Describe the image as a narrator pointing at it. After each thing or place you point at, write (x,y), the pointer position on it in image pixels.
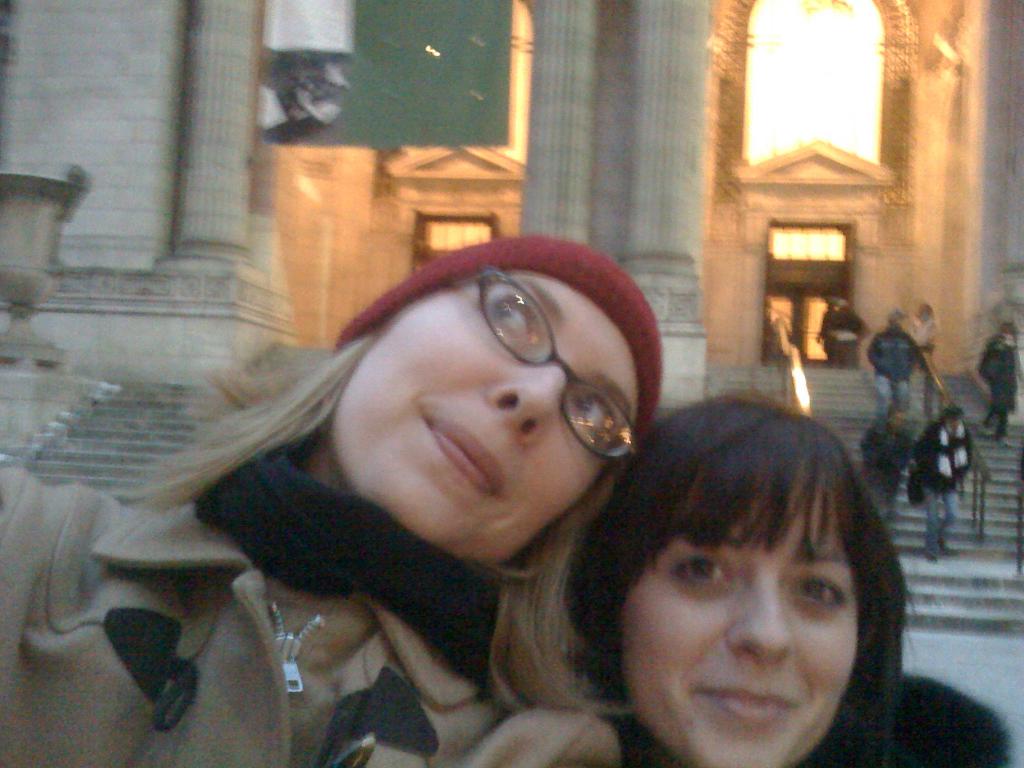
In this image, at the bottom (614,579) there are two women (617,591). In the middle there are people (964,441), they are walking. In the background (947,391) there are staircase (97,400), building (110,335), flag (451,78), doors (780,272), pillars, wall (151,104), floor (936,631).
